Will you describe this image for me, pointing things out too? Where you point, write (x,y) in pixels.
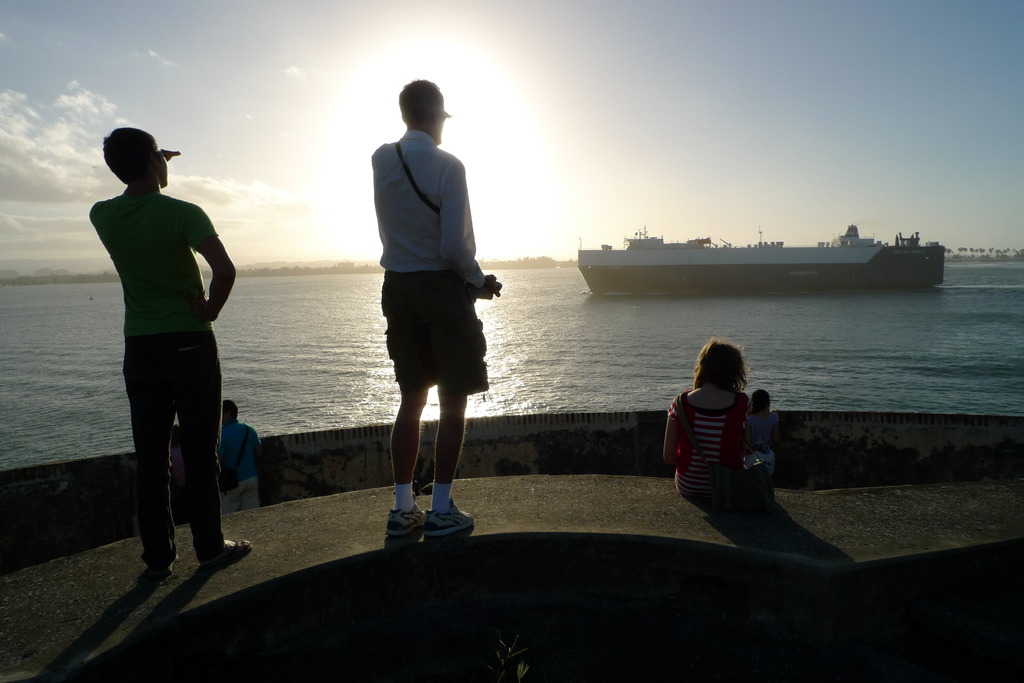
In this image I can see two men (397,434) are standing and a woman (723,430) is sitting. In the background (698,245) I can see a ship (749,252) on the water (647,345). Here I can see some people (227,462) are standing. I can also see the sun (518,115) and the sky (697,156) in the background (716,126).
